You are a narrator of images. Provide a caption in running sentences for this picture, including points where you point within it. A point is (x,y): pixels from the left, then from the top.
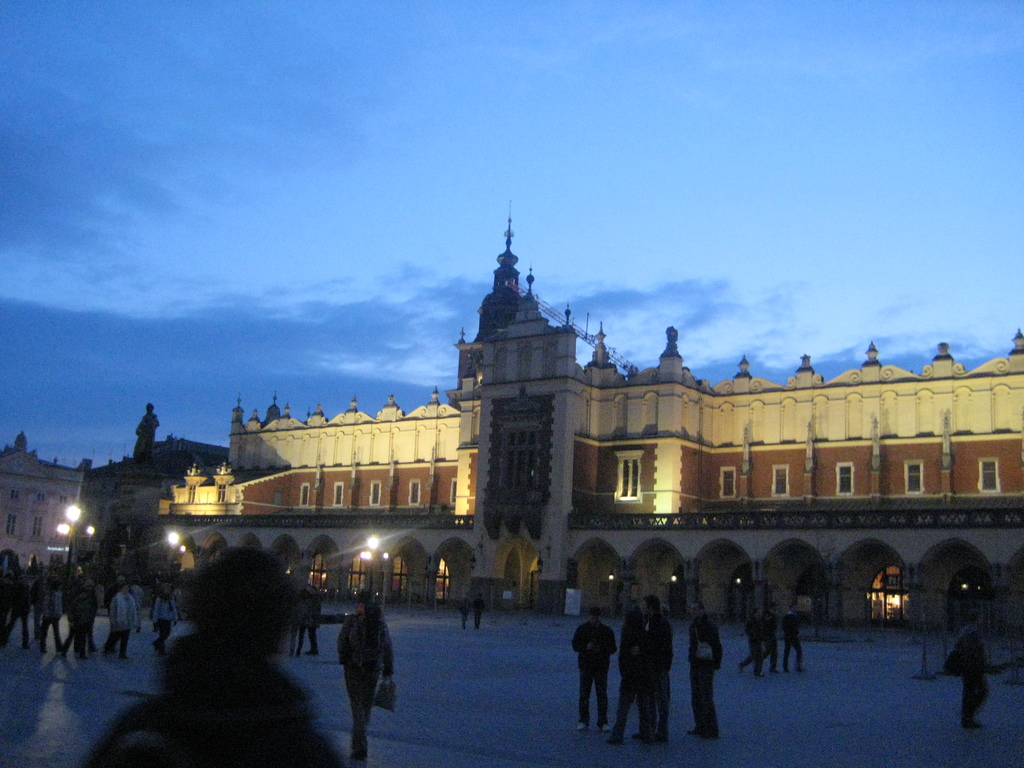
In the image there is a palace (528,495) and in front of the palace (304,473) there is a pavement (944,751), there are many people (641,647) on the pavement (420,627).
